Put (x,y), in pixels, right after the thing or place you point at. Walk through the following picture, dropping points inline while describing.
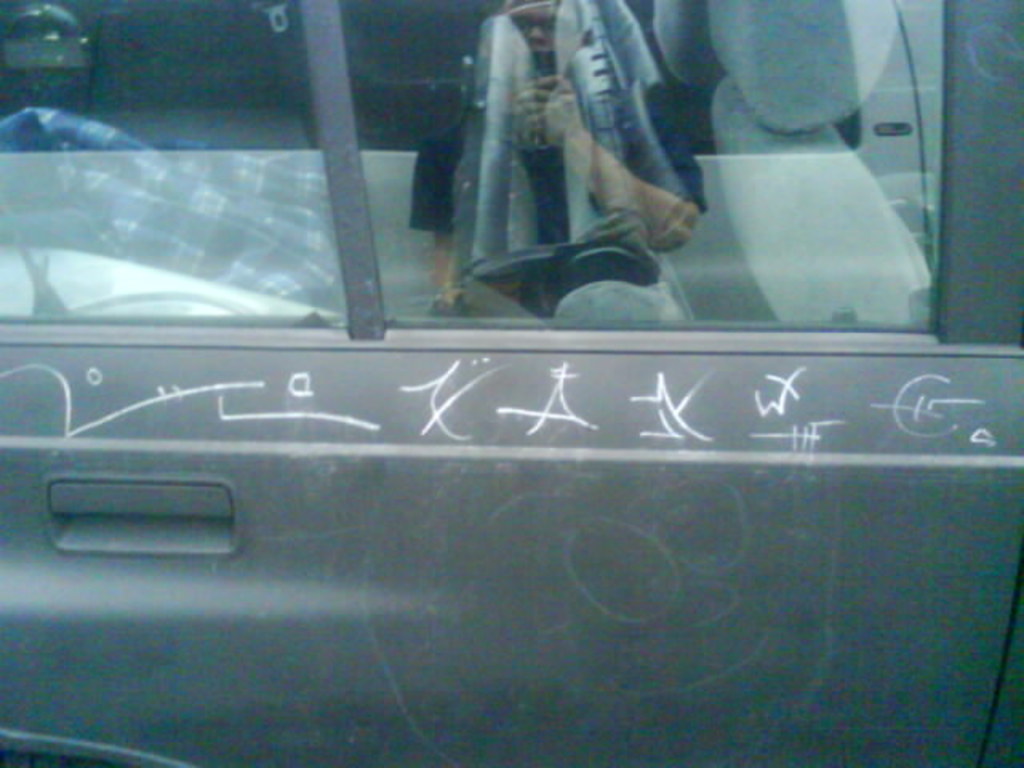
In the image there is a car door (502,345) with glass windows (553,52). On the car door (384,235) there is something written on it. On the glass (518,172) there is a reflection (530,112) of a person (544,107).
